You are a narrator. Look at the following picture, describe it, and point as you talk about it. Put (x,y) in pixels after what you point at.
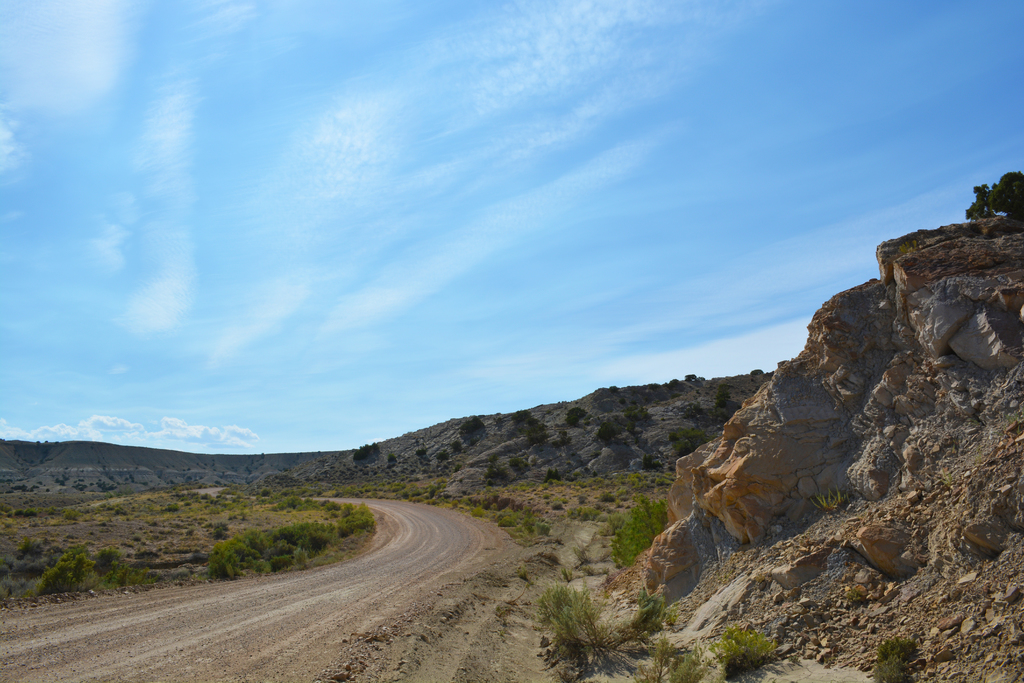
In this picture we can see a road (359,631). On the right (828,465) we can see stones (706,474). On the left (17,507) we can see grass (106,535) and plants (183,498). On the background (490,483) we can see trees (582,411) and mountains (549,459). On the top (234,192) we can see sky (237,177) and clouds (509,102).
